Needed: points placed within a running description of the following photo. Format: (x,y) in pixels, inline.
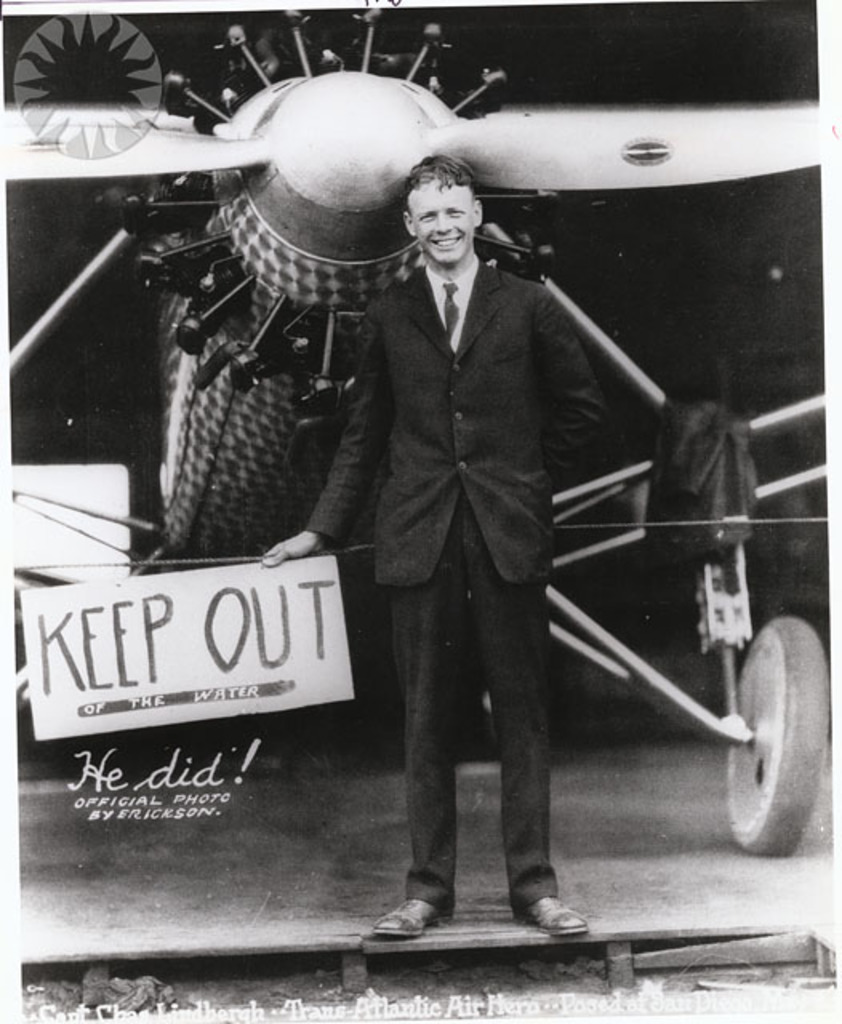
In this image we can a person (386,493) holding a placard (237,593) with text (280,583) on it, behind to him there is an aircraft (131,575), also we can see some text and design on the image.
